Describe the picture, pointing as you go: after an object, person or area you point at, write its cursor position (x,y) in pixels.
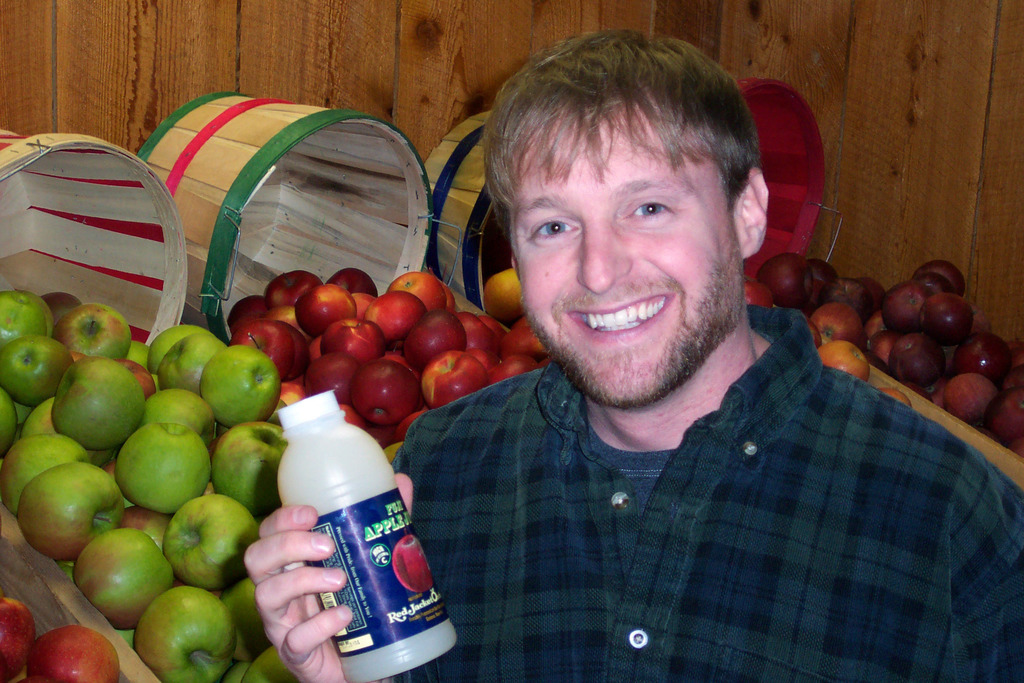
In this image there is a man (632,516) in the middle (587,421) who is holding the bottle (331,518). In the background (276,277) there are baskets (283,234) of apples (256,329). On the left side (157,348) there are green apples (157,348). Beside them there are red apples (417,326). In the background (300,69) there is a wooden wall (245,54).
